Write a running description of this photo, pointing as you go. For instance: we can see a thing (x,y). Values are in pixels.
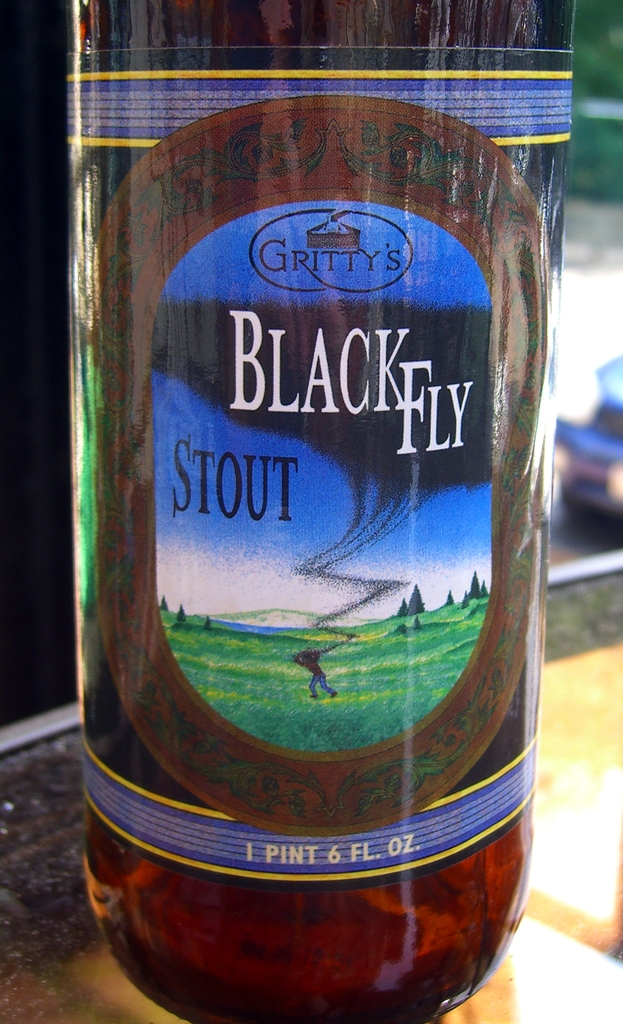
In this image I can see a bottle (231,251) and there is a label (404,392) attached to the bottle (333,459) and there is a text (229,475) written on that bottle (178,601), the bottle (247,770) is kept on the table (595,750).
